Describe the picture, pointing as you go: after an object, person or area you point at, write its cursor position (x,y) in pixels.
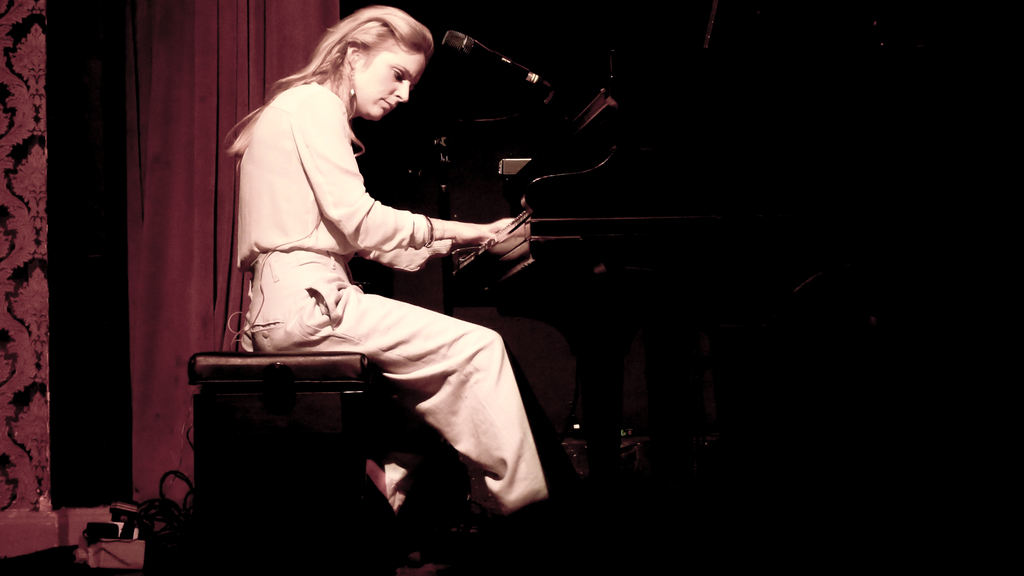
In this image we can see a person (346,257) sitting on the stool (272,385) and playing a musical instrument (552,221) and there is a mic (463,46) in front of the person (262,181) and there are few objects (137,512) near the stool (201,514) and a curtain (147,489) in the background (160,355).
